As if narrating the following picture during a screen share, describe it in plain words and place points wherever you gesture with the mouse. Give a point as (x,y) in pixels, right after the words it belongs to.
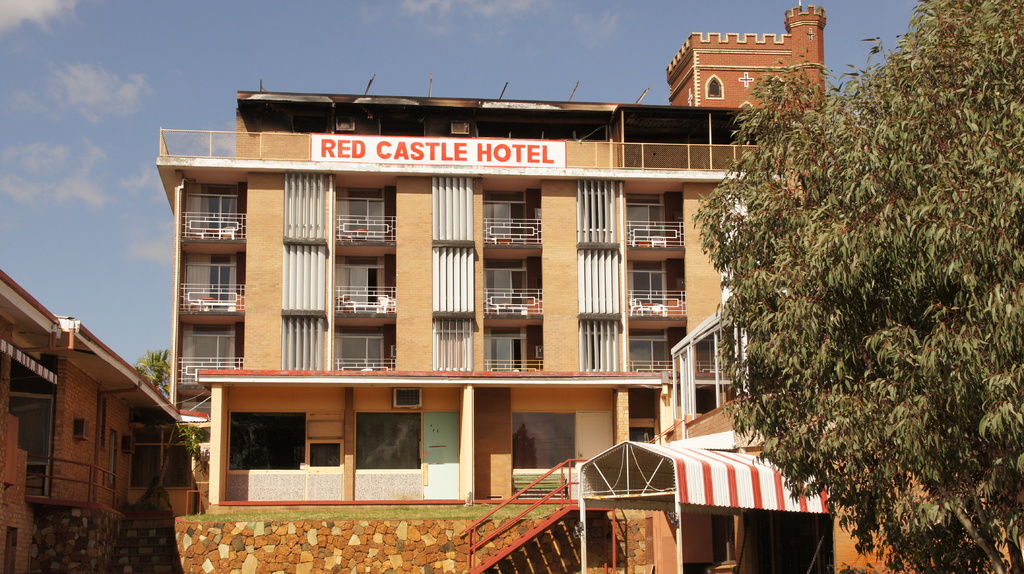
There are buildings (380,482) at the bottom of this image (668,524). We can see a tree (873,241) on the right side of this image (892,303) and the sky (213,121) is in the background (200,112).
